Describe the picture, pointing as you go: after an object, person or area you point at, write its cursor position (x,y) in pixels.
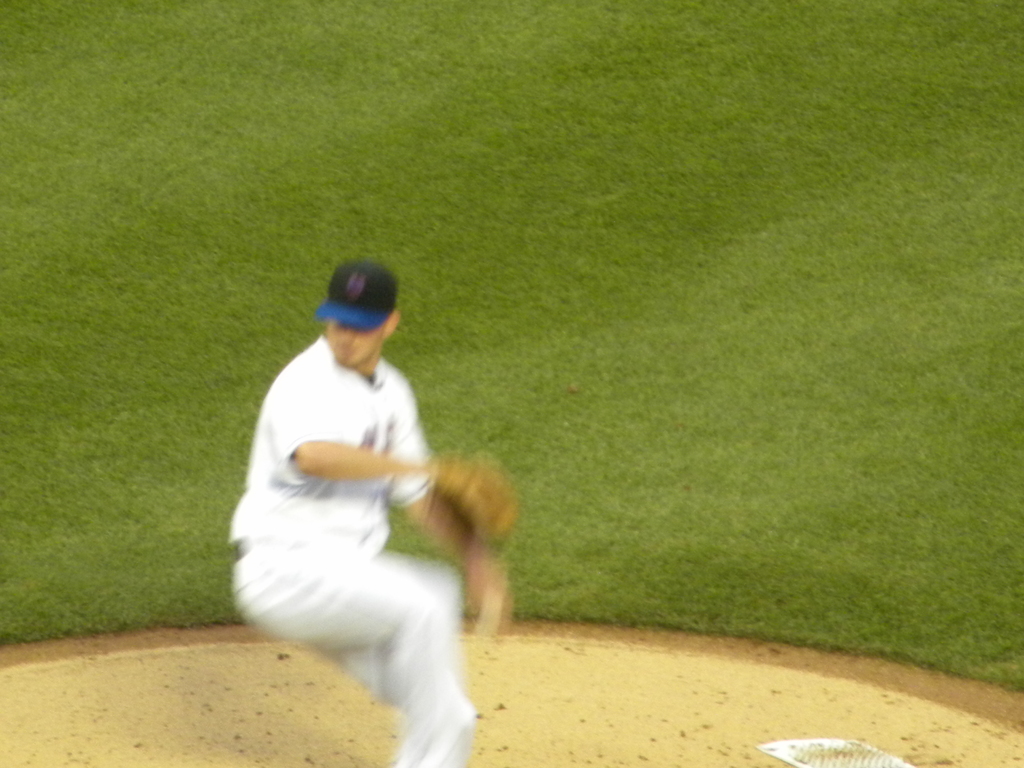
In front of the image there is a person (310,379) wearing a cap (356,292). At the bottom of the image (106,722) there is dirt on the surface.
